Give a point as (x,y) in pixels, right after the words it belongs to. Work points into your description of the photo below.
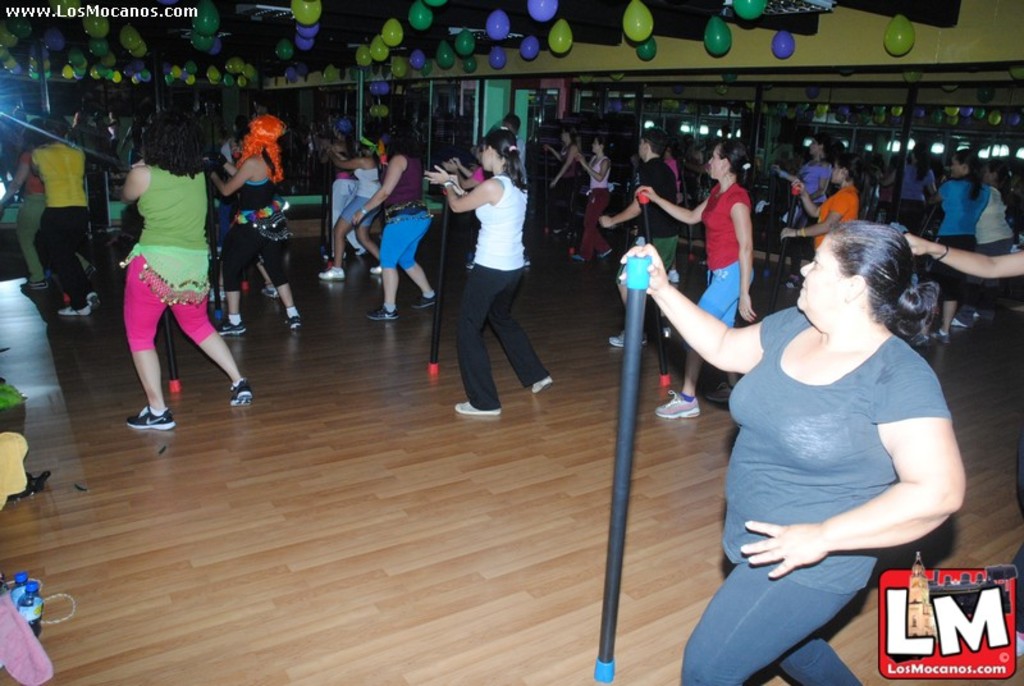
In this image we can see many people (772,474). There are poles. On the ceiling (330,37) there are balloons (240,79). On the left side (315,28) there are balloons (52,35). On the right side (787,129) there are mirrored walls (625,130). In the left top (133,10) and right bottom corner there is watermark (915,631).
